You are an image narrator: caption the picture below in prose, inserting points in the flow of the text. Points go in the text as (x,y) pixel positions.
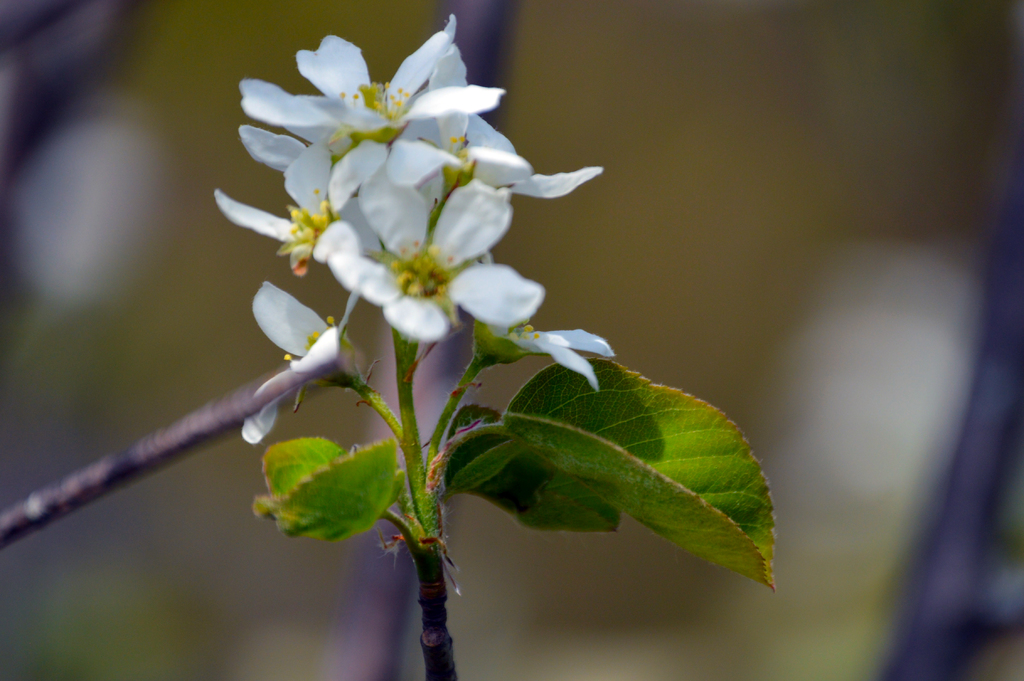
In this picture there is a plant (441,430), to the plant (408,458) there are leaves (376,476) and flowers (340,186). The background (92,123) is blurred.
